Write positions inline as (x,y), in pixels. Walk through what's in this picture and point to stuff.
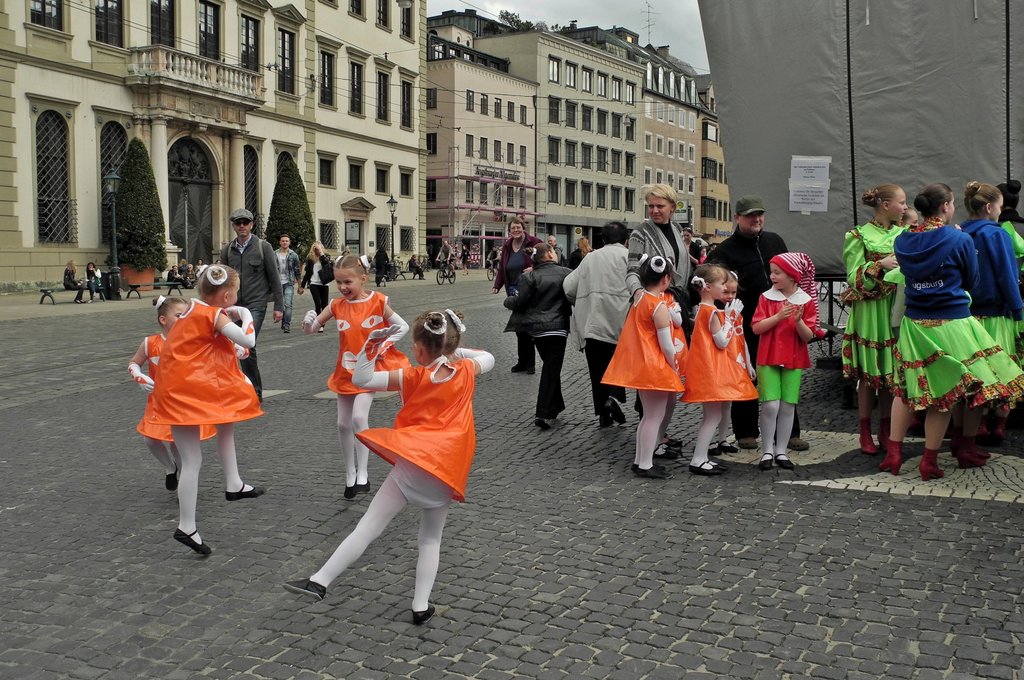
In the middle of the image (658,409) few people (967,239) are standing, walking, dancing and riding bicycles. Behind them few people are sitting on benches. At the top of the image (352,180) there are some poles (114,179), plants (134,181) and buildings (14,58). Behind them there are some clouds (684,37) in the sky (680,41).
